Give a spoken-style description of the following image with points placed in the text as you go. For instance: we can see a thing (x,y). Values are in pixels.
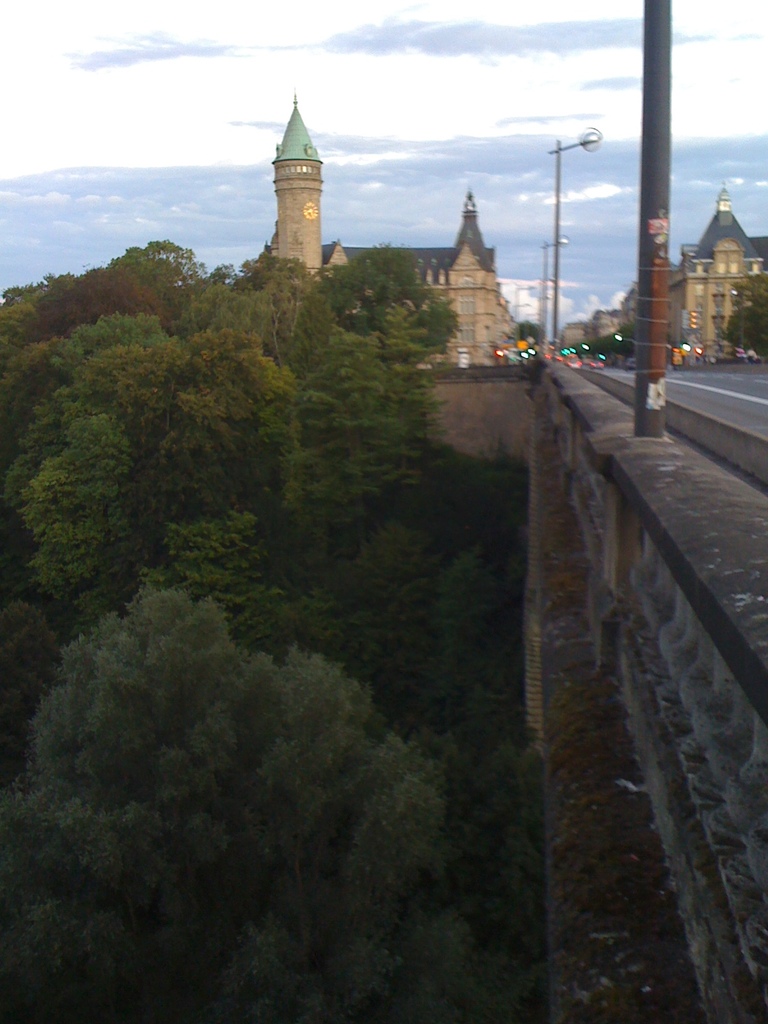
In this picture I can see the church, buildings (699,309), road (716,386) and street lights (644,309). On the right (596,739) there is a bridge (720,759) and wall (654,680). On the left (156,362) I can see many trees (29,707). In the background (562,358) I can see some vehicles (578,365) near to the traffic signals (617,340) and poles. At the top (465,74) I can see sky (442,76) and clouds (425,118).
